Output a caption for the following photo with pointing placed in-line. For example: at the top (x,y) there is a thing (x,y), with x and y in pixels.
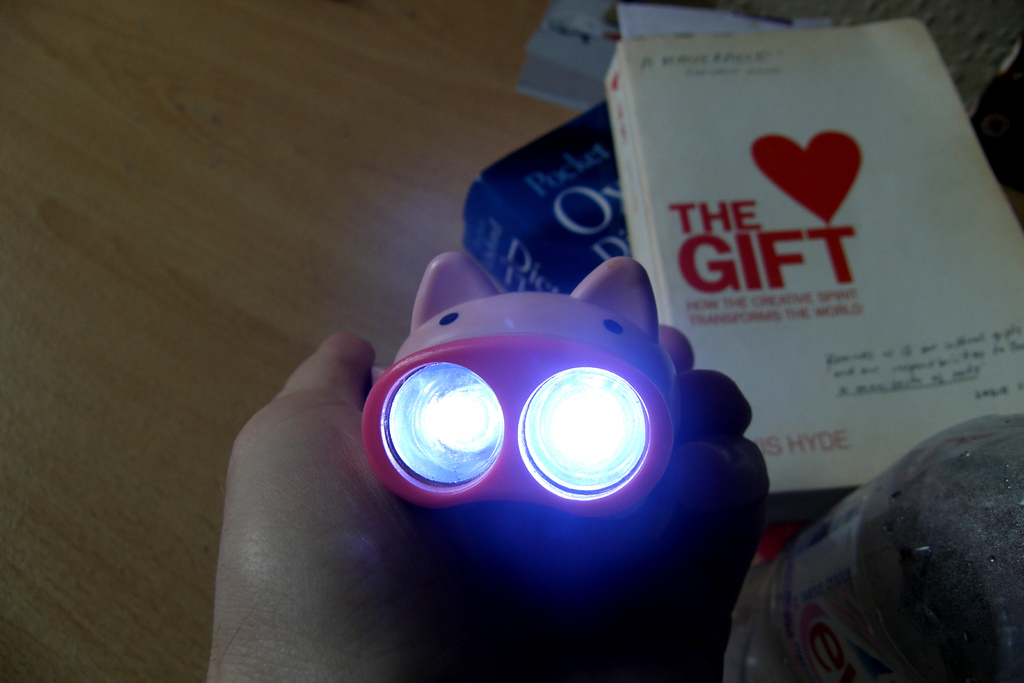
On a wooden platform (509,85) we can see books (571,151), a bottle (957,524). We can see a person (343,349) holding an object (527,385) in a hand (464,523). We can see lights (410,396).
